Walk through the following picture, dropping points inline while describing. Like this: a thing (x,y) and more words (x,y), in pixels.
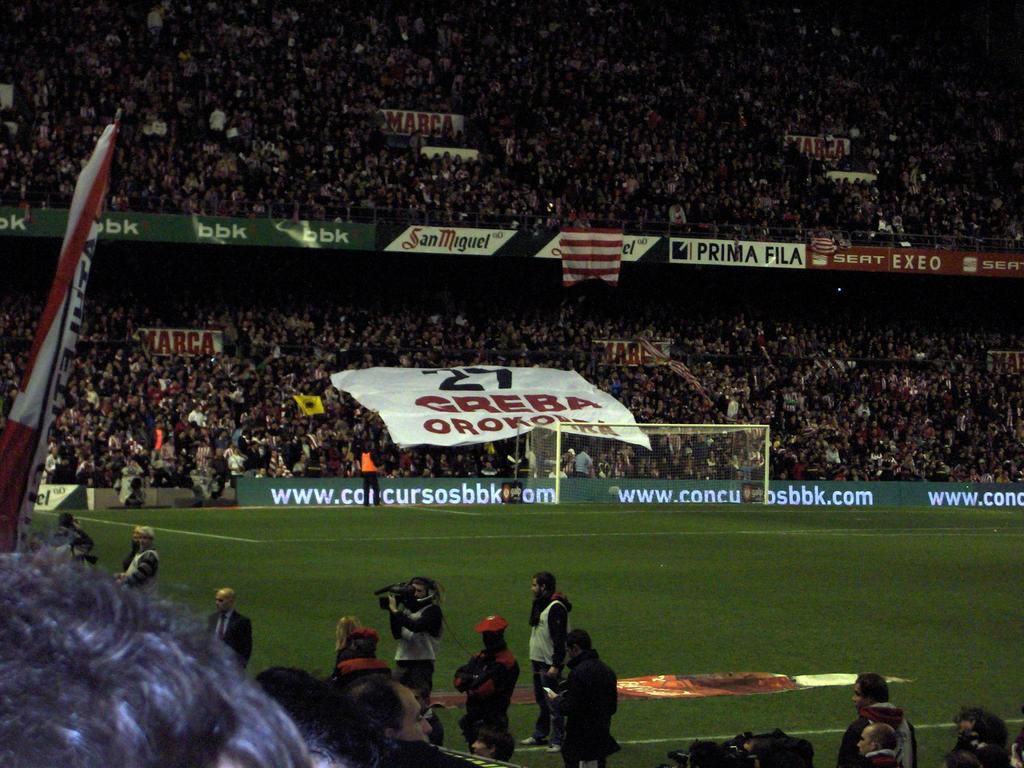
This picture is taken in a stadium (476,456). The stadium (666,495) is filled with the people (569,341) and the people (421,456) are holding the banner (479,416) with some text (499,399). At the bottom (213,633) there are people (478,736). There is a person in the center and he is holding a camera (384,606). Beside him, there is another person (509,664) in red clothes (493,666). Towards the left (38,368), there is a flag (87,203). In the center (655,511), there is a ground (639,570).
